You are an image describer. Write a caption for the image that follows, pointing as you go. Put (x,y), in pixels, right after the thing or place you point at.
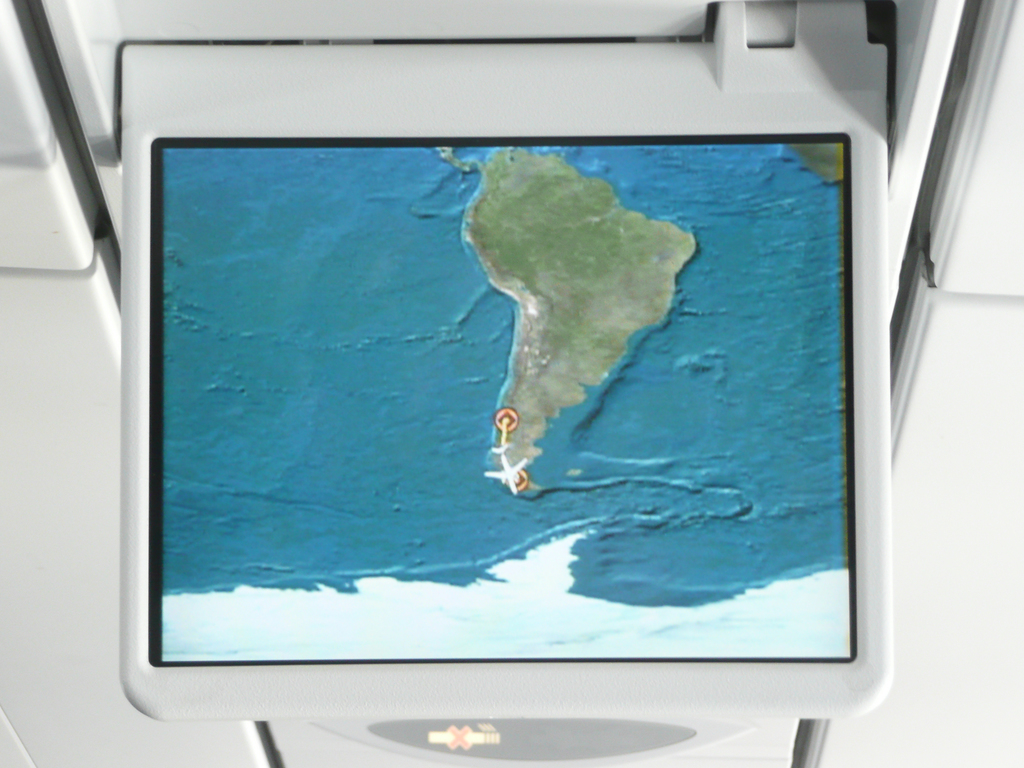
Here in this picture we can see a monitor screen (879,688) present and in that we can see a map (470,424) being displayed.
